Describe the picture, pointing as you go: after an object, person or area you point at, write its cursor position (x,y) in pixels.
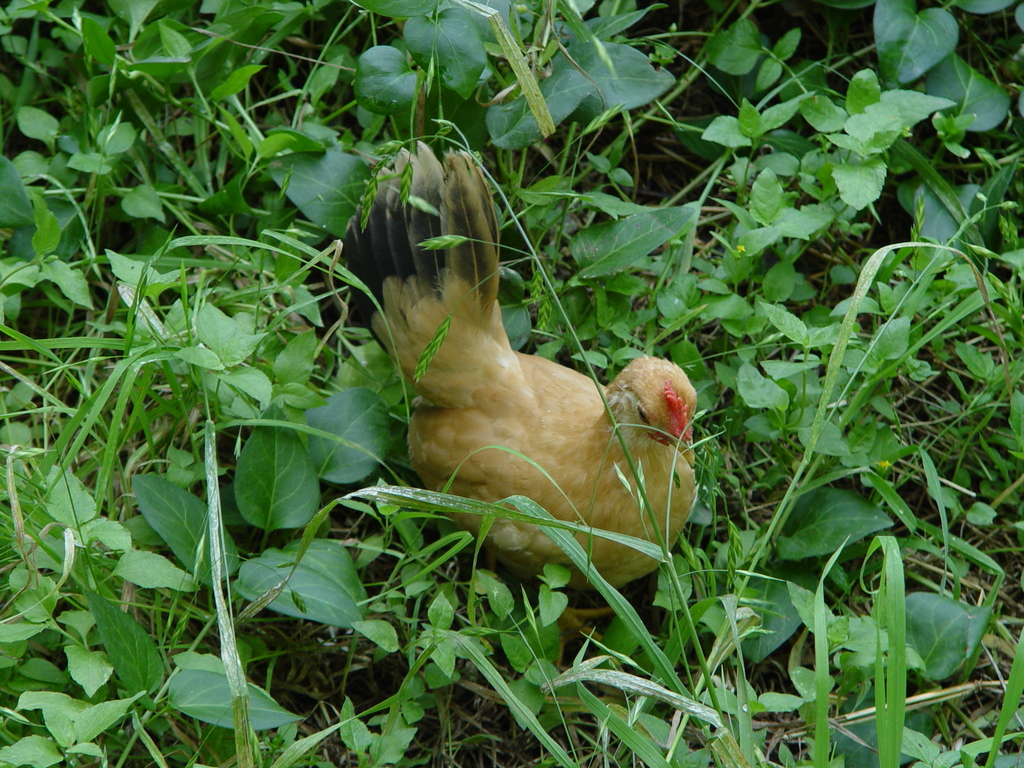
In this image, we can see hen (544,487). Here we can see few plants (255,561), grass (899,709) all over the image.
